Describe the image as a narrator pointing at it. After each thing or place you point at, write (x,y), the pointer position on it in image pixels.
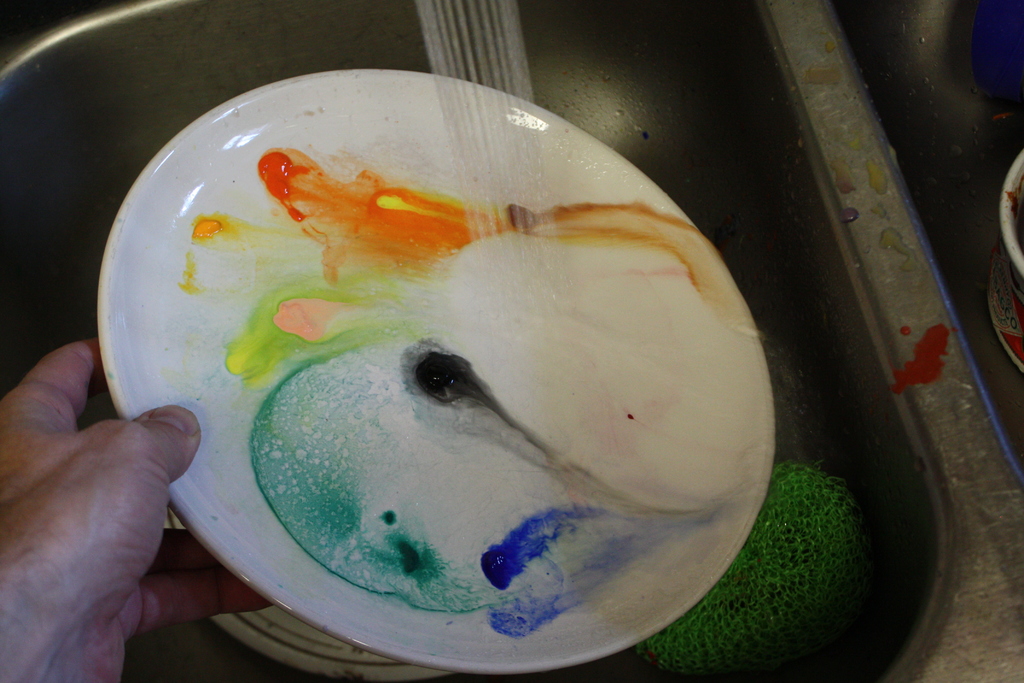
In this image there is a person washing a plate (386,290) in the sink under the tap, there is an object (788,589) in the sink (857,494).
